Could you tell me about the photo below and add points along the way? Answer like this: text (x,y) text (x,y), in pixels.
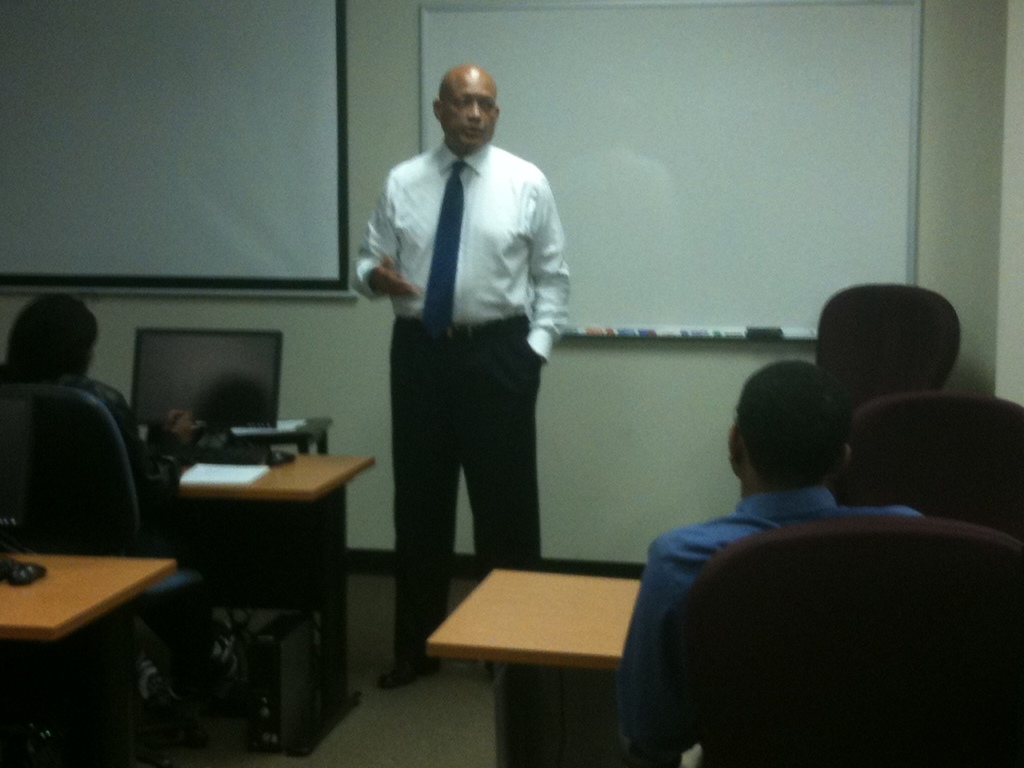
In this image on the right side (685,584) and left side (295,536) there are some persons (151,509) sitting on chairs (930,471), and also there are some tables (257,573). On the tables (508,605) there are some papers (239,477), and on the left side (181,391) there is one computer (222,423), mouse (283,457) and in the center (501,345) there is one person (475,434) standing and talking. In the background (718,149) there are two boards (678,152) on the wall (565,546).
